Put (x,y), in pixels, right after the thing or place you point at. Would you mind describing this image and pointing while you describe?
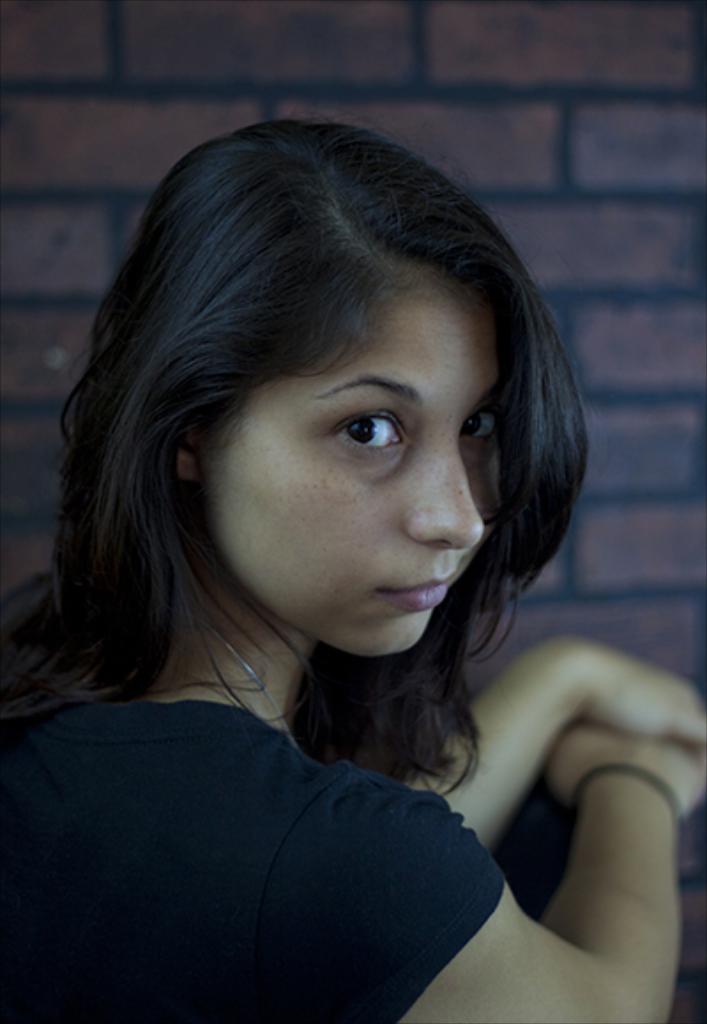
In front of the image there is a person (484,775). Behind her there is a wall (615,208).
